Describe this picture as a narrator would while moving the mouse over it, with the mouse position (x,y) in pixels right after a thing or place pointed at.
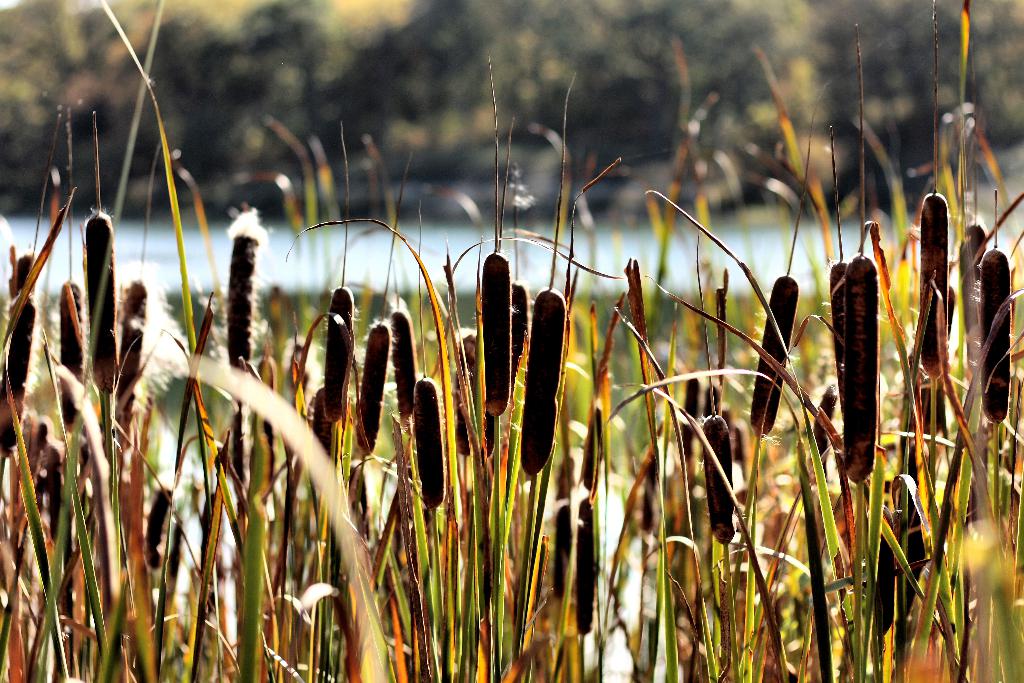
In this image I can see plants (180,459) in green color and I can see blurred background (198,155).
